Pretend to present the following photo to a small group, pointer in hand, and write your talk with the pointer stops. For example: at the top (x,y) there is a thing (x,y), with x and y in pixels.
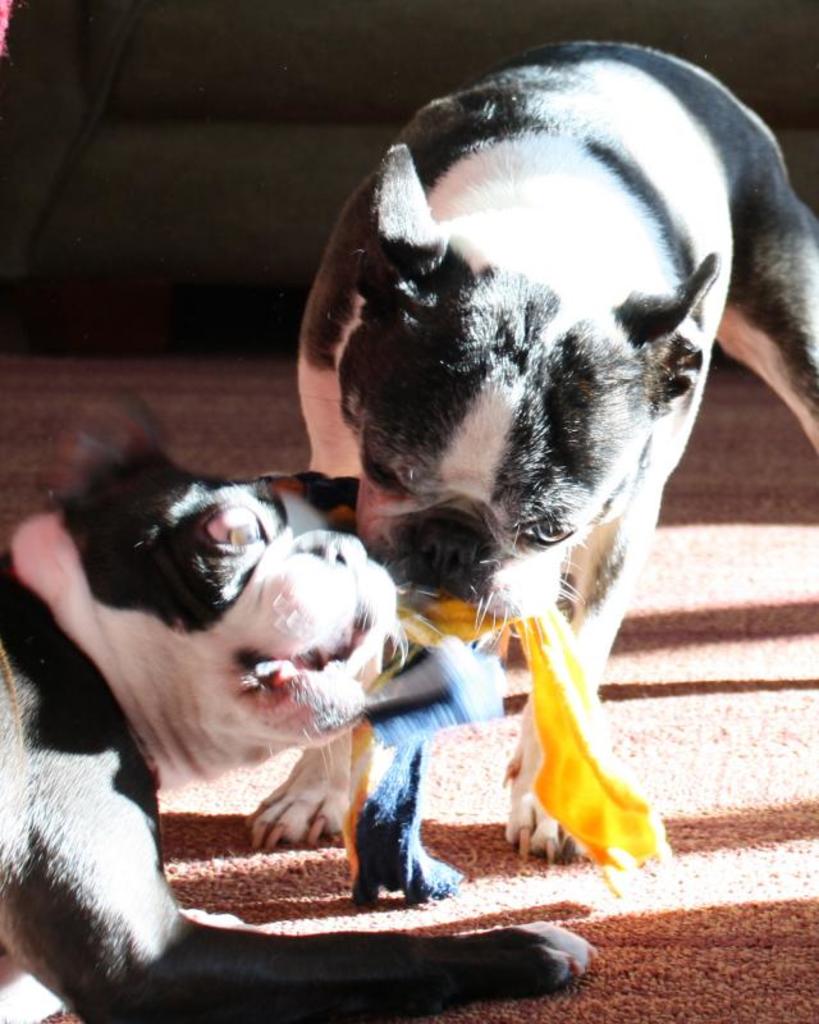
In this picture there are two dogs (463,185) in the center of the image (386,649), on a rug (485,853).
